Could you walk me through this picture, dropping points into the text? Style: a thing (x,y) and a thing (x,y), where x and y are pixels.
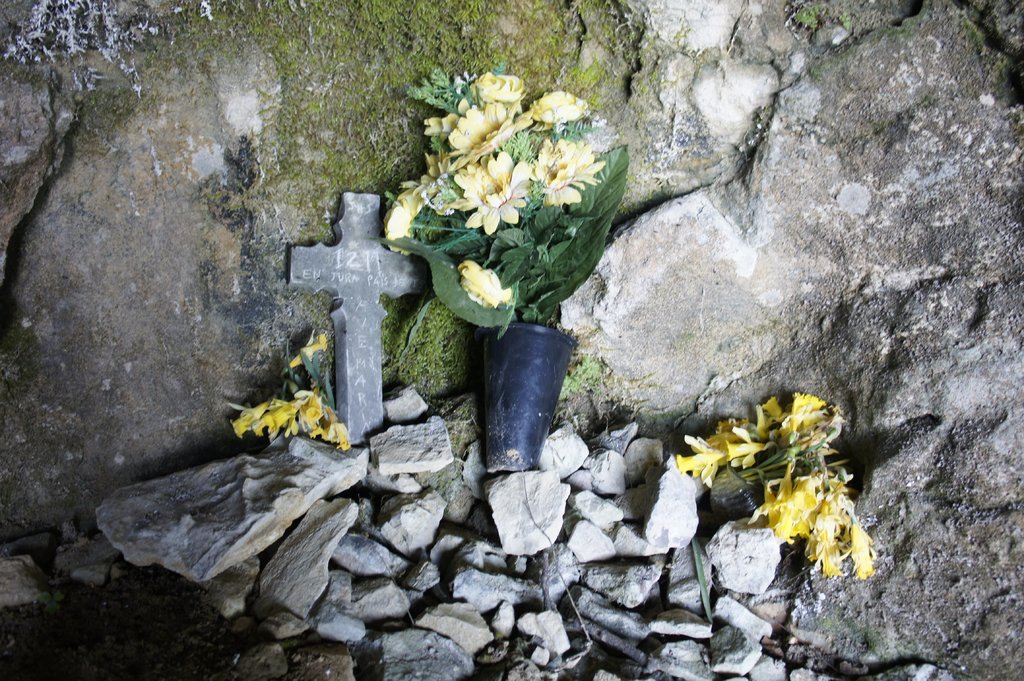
There are stones (443,460). On that there is a cross (357,333), flowers (817,487) and a vase (530,386) with flowers (509,210) and leaves (539,255). In the back (556,78) there is a rock wall (844,182).
